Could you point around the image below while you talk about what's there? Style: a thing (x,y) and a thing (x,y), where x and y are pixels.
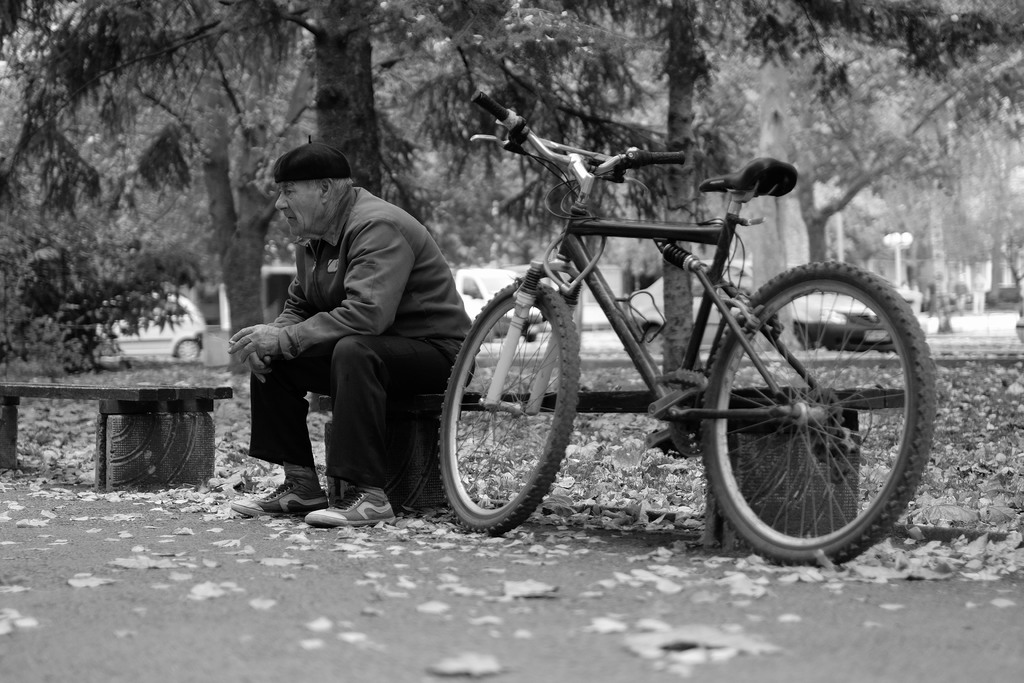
In this image, we can see a man (370,324) sitting on the bench (395,416) and there is a bicycle (695,355). On the left (140,428), there is another bench (153,419). In the background (816,334), we can see vehicles (825,325) and at the bottom (390,577), there is road (453,604) and some part of it is covered with leaves (587,477).
